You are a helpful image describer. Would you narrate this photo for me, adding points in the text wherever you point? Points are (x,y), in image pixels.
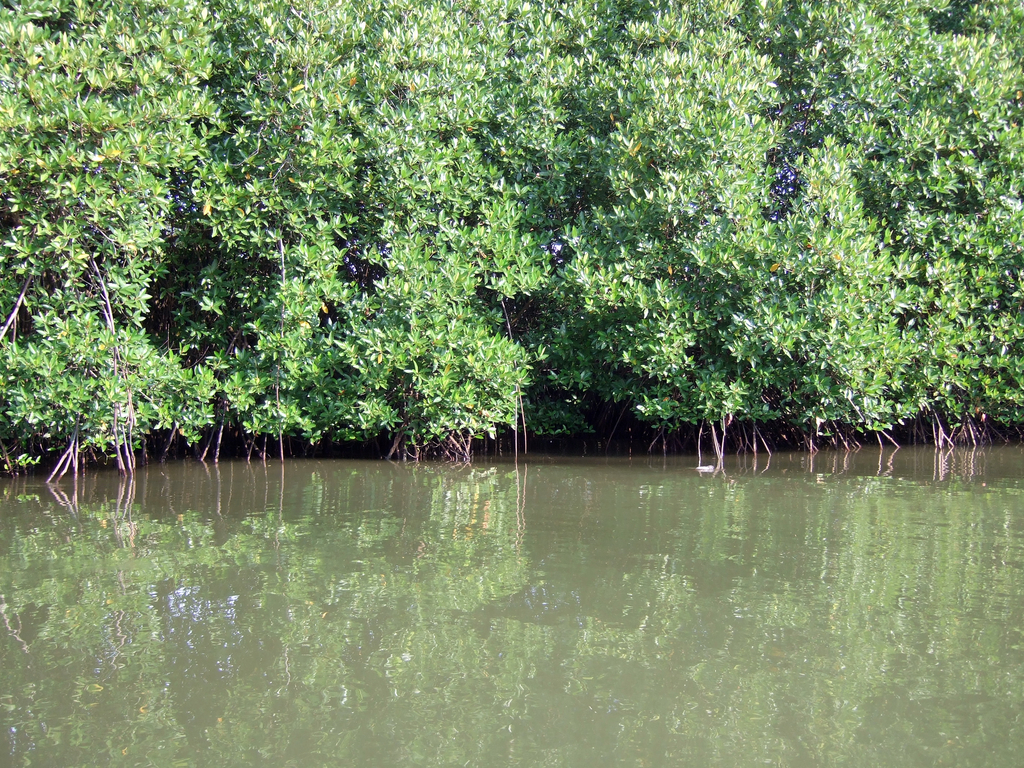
In the center of the image (555,325) we can see trees (963,324) and water (456,585). And we can see the reflection (418,607) of the trees (347,425) on the water (394,623).
